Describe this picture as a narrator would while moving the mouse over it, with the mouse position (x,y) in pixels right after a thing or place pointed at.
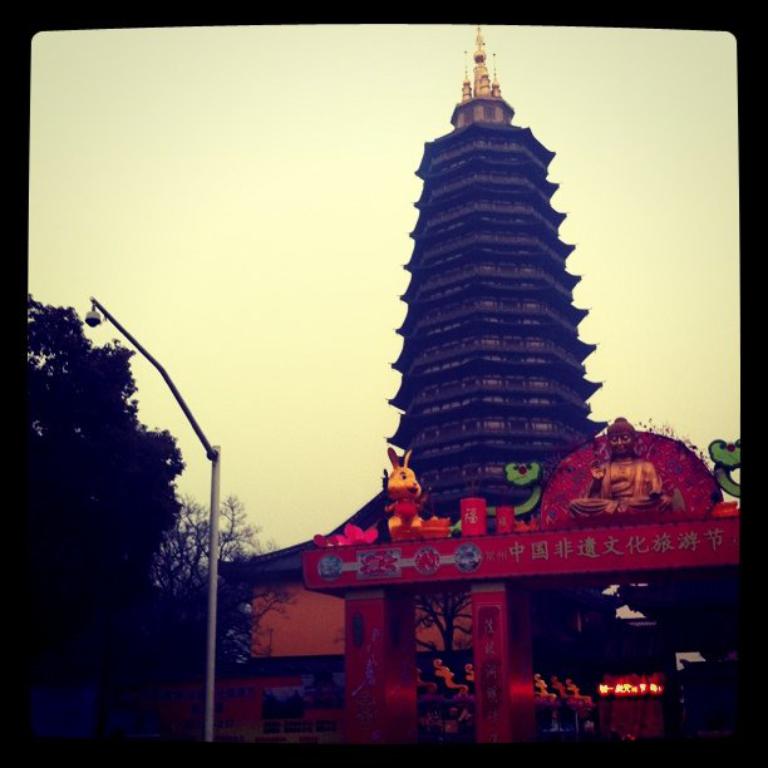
In this picture I can see there is a building (465,469) and there is an arch (370,570), there are little statues (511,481) on the arch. There is a pole (218,475) at the left side (211,485) with a light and there are few trees (93,492) at left (122,454) and the sky (307,352) is clear.
